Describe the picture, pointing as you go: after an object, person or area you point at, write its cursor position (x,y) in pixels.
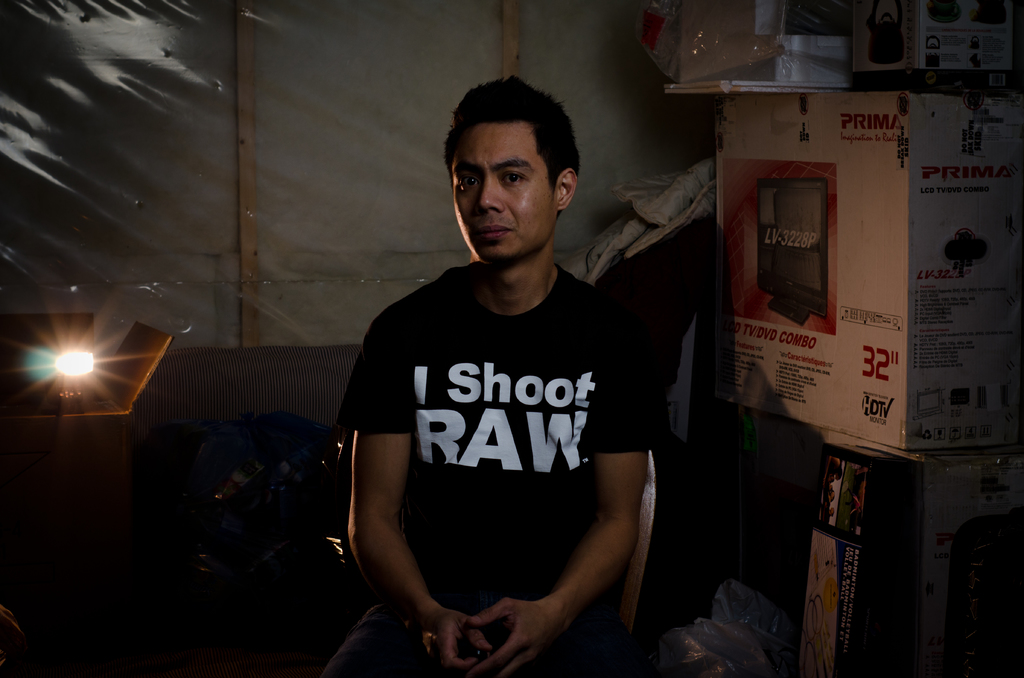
In this picture I can see a man (464,499) seated on the chair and I can see few carton boxes (858,186) on the right (951,222) and a light (70,396) on the left side table (70,446).
